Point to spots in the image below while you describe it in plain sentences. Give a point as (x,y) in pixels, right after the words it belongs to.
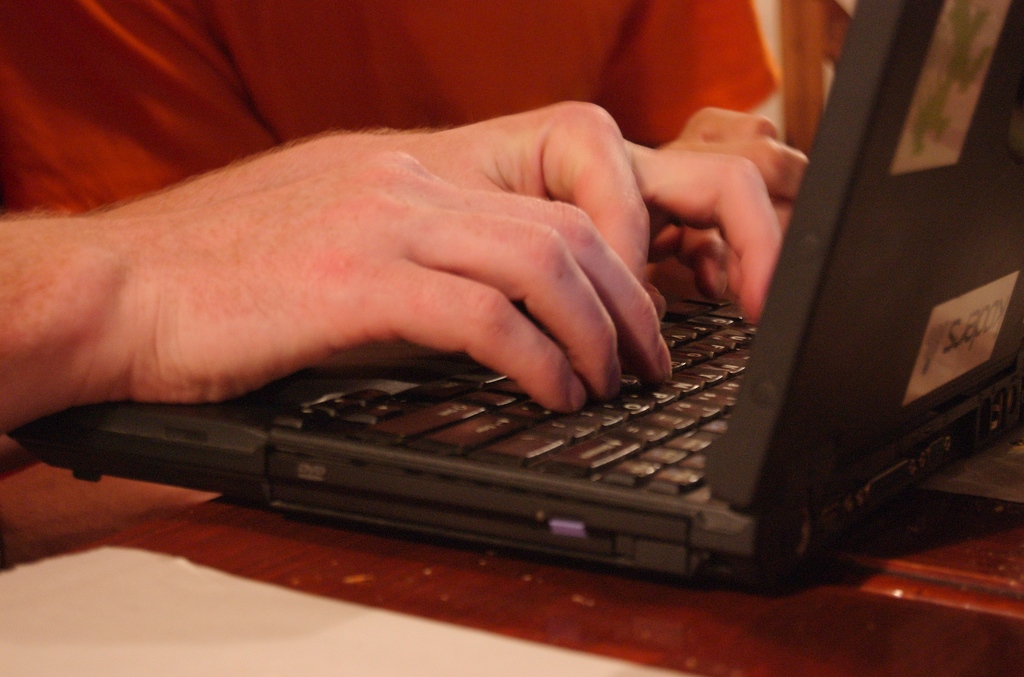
In front of the image there is a table (707,614). On top of it there is a paper (230,644) and a laptop (784,310). In front of the laptop (963,262) there is a person (734,256).
